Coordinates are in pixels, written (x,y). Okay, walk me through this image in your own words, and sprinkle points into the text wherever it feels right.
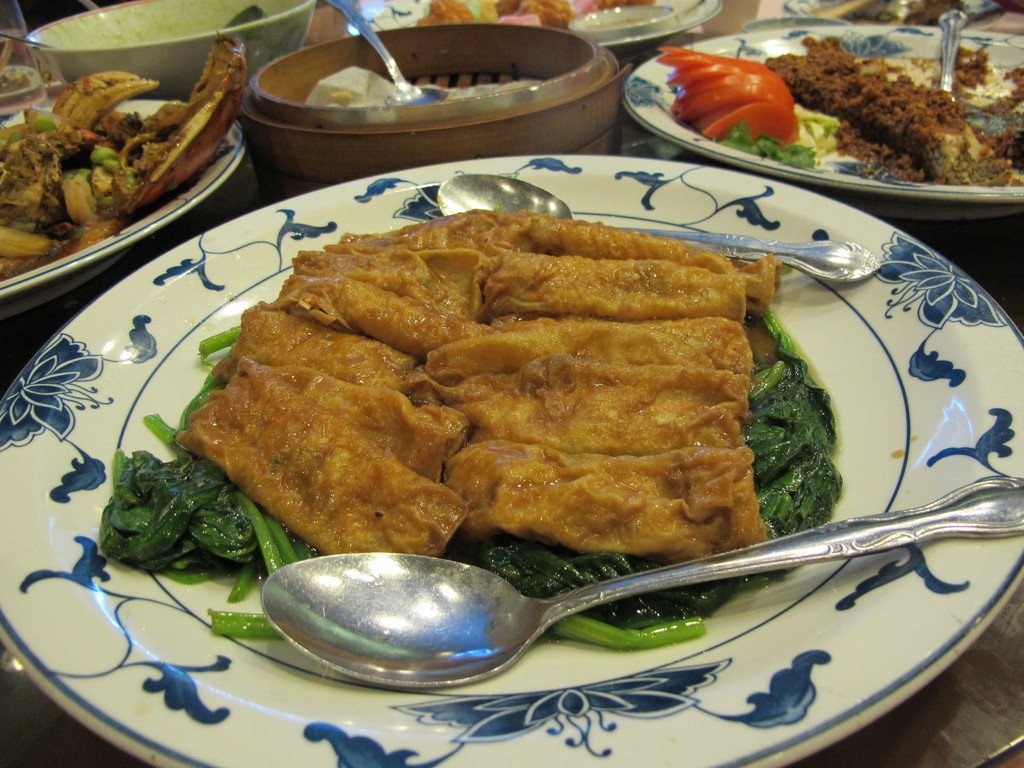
In this image I can see a food items (857,148) in plates (851,334) and bowls (450,128). Food (801,67) is in brown, green, red and white color. I can see few spoons (680,237) and they are on the surface (961,758).
